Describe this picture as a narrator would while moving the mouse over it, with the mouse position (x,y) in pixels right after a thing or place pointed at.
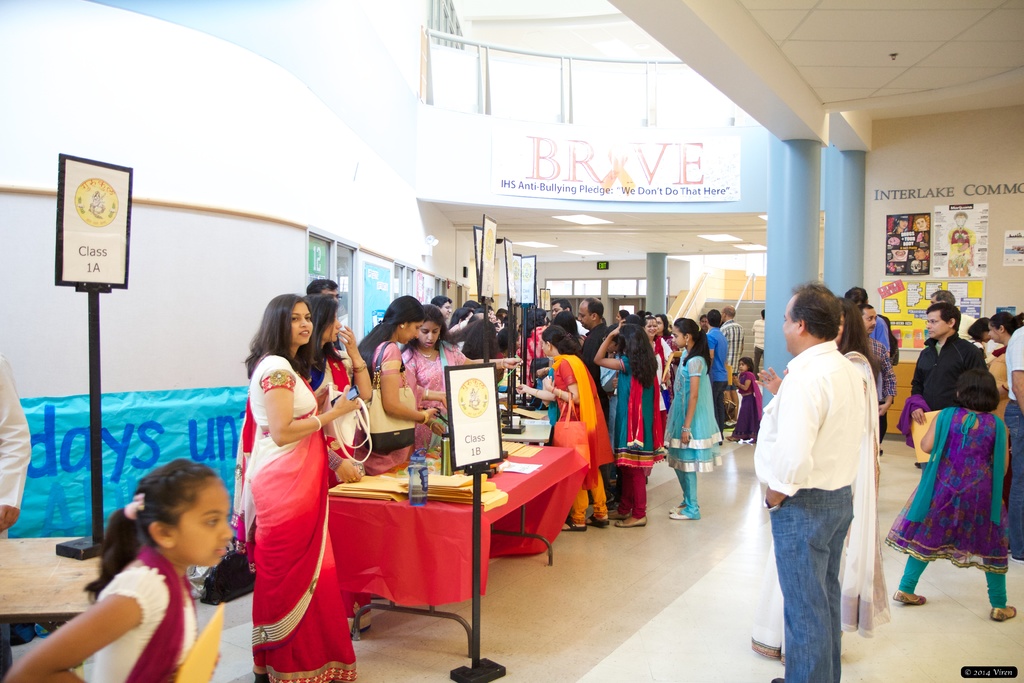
In this image there are a few people (276,354) standing in front of the table (412,526). On the table (430,520) there are some objects (479,484), papers (464,484) and water bottle (419,494). In front of the table (481,521) there is a nameplate (463,400). In the background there is a wall (231,200).
